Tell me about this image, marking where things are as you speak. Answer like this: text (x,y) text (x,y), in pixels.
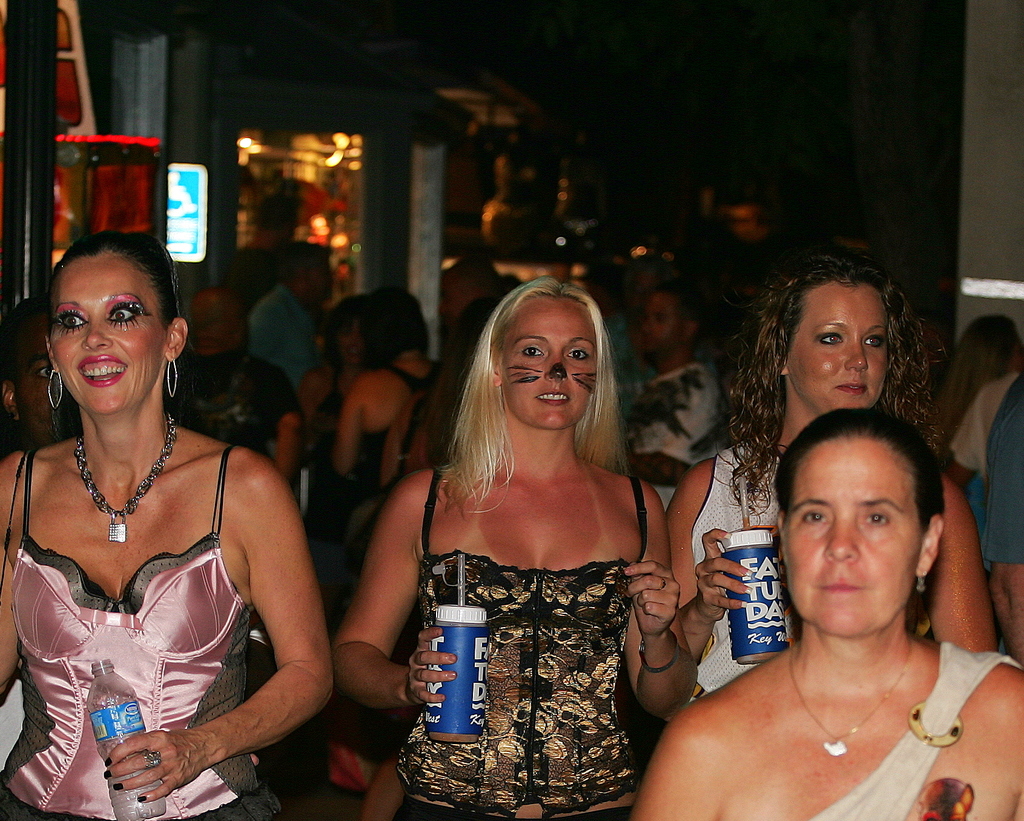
In this image, we can see few people (716,642). Here three women (496,618) are holding bottles (102,726). On the left side of the image (303,642), we can see a woman (105,376) is smiling. Background (795,159) we can see a dark view. Here we can see sign boards (191,220), poles (26,164), walls (1013,219) and few objects (108,177).
